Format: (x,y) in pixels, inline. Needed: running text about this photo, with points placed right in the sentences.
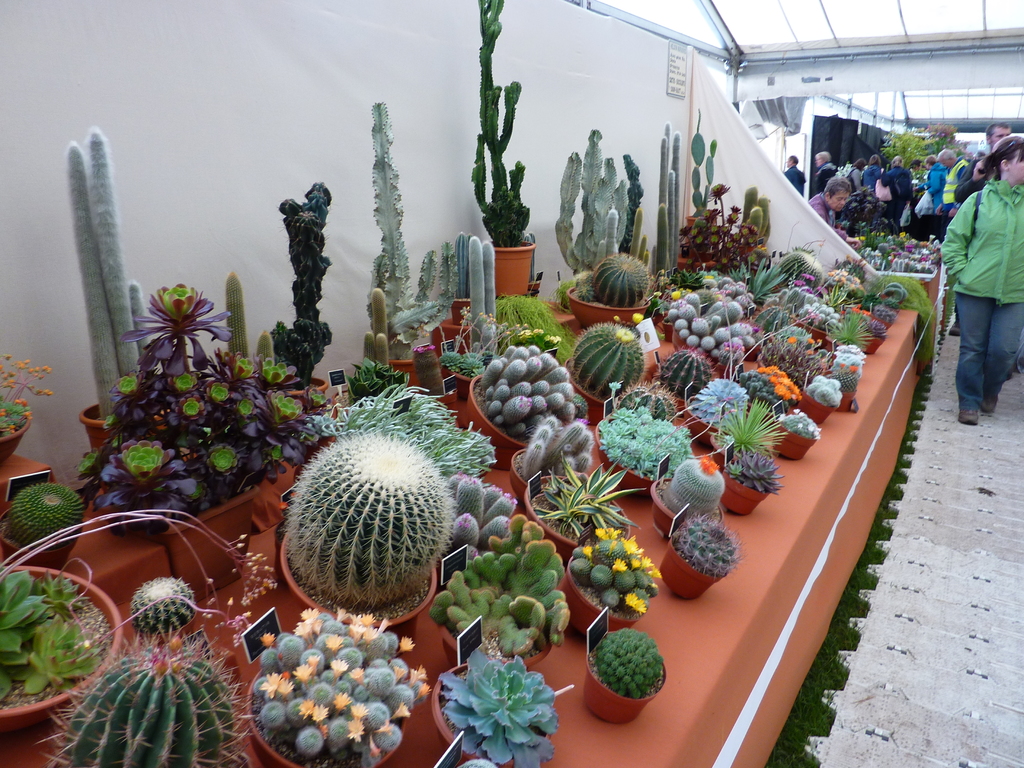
In this image there is a table (709,653) on which there are cactus plants (335,498) one beside the other. It seems like a market (885,226). On the right side (944,176) there are few people (978,189) walking on the floor (983,427), while some people (899,195) are standing near the plants (874,236). At the top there is ceiling (957,64).
